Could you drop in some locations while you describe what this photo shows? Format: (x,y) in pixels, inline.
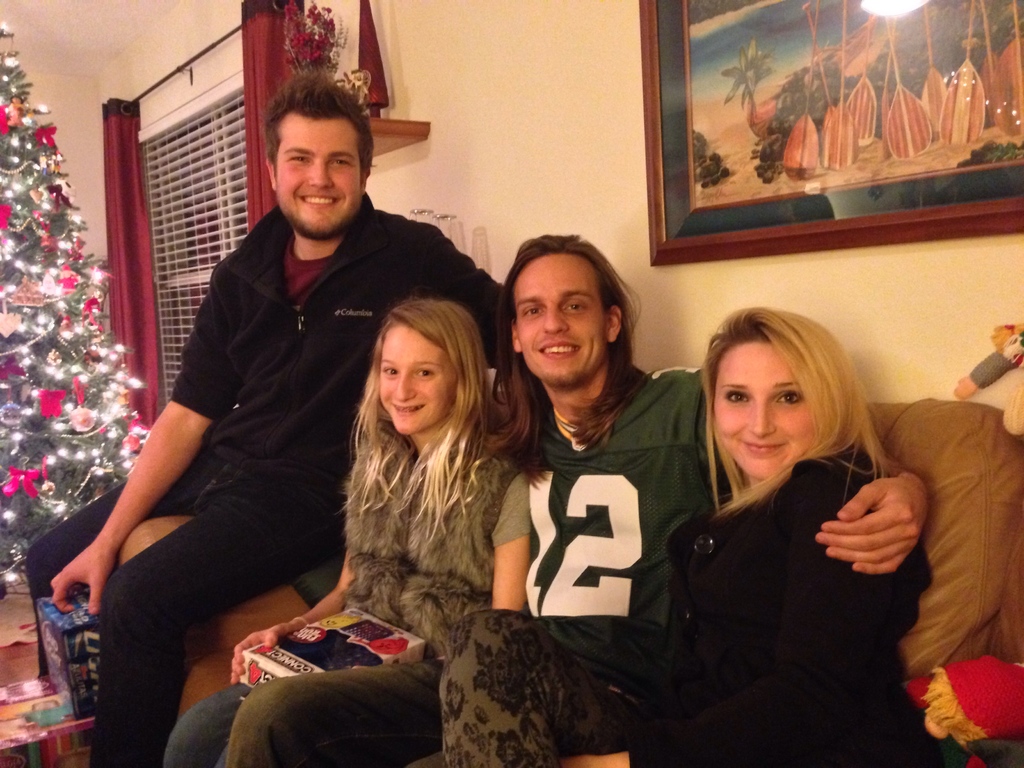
In this image I can see a group of people (483,508) sitting on the sofa (966,511). On the left side (92,398) I can see a tree (45,268). In the background (685,211), I can see a photo frame (868,103) on the wall (520,118).
